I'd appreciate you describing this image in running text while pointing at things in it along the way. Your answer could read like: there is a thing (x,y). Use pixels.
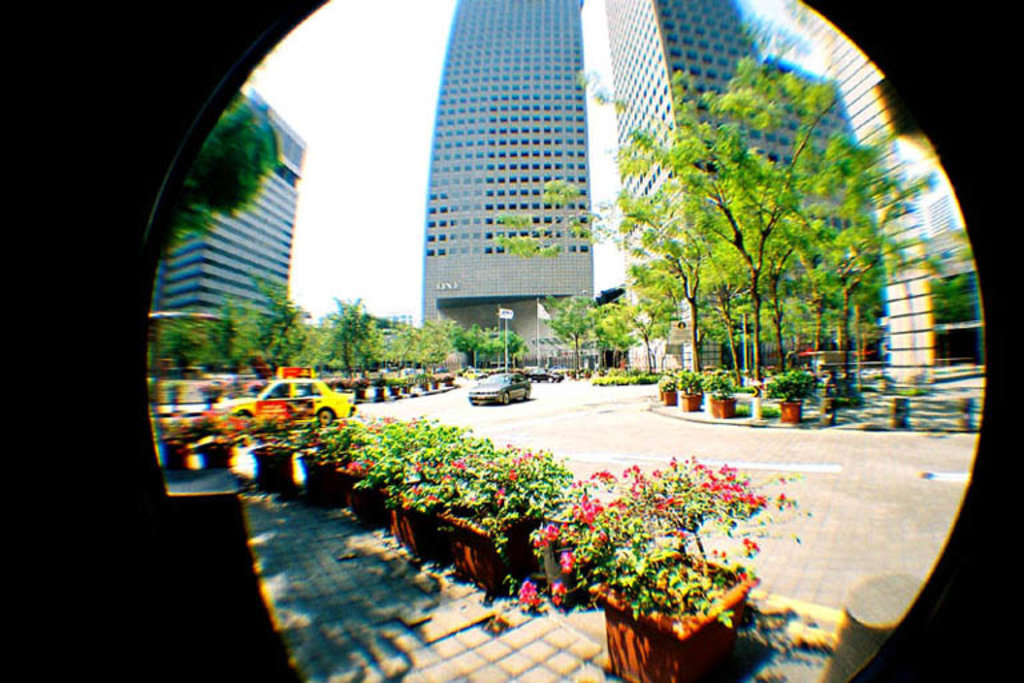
In this image we can see some buildings (447,324), plants (493,449), trees (859,217), flowers (603,511), there are some vehicles (504,382) on the road (569,404), flags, poles (536,326), also we can see the sky (386,121).
